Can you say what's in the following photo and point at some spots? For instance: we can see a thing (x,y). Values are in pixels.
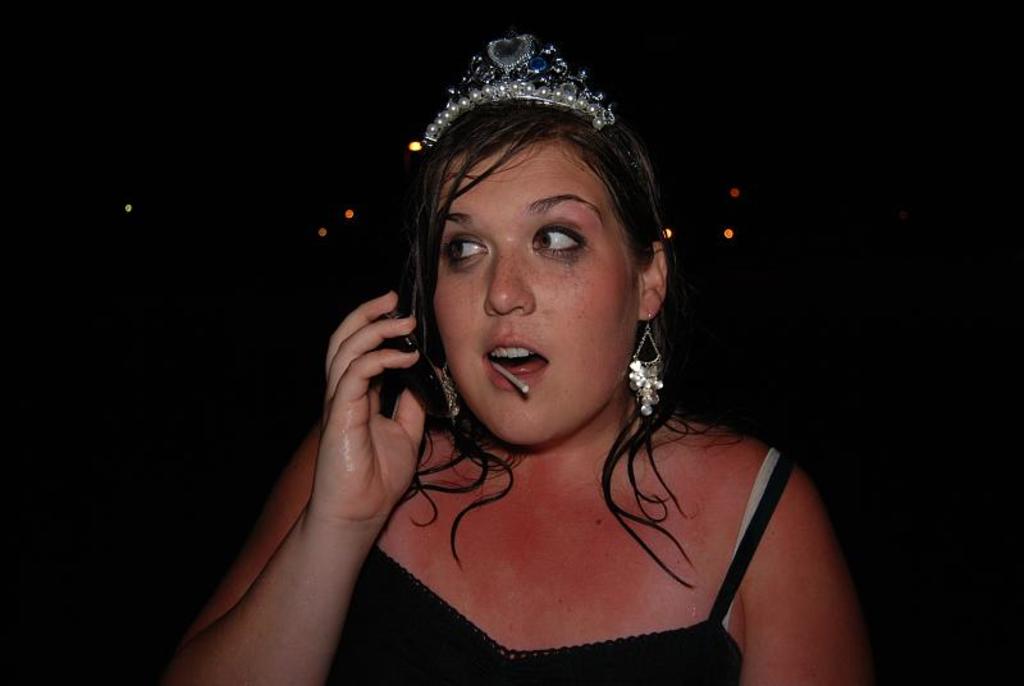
In this image I can see a woman (558,514) wearing black color dress (707,636) and a crown (510,43). Background (213,146) is in black color.
